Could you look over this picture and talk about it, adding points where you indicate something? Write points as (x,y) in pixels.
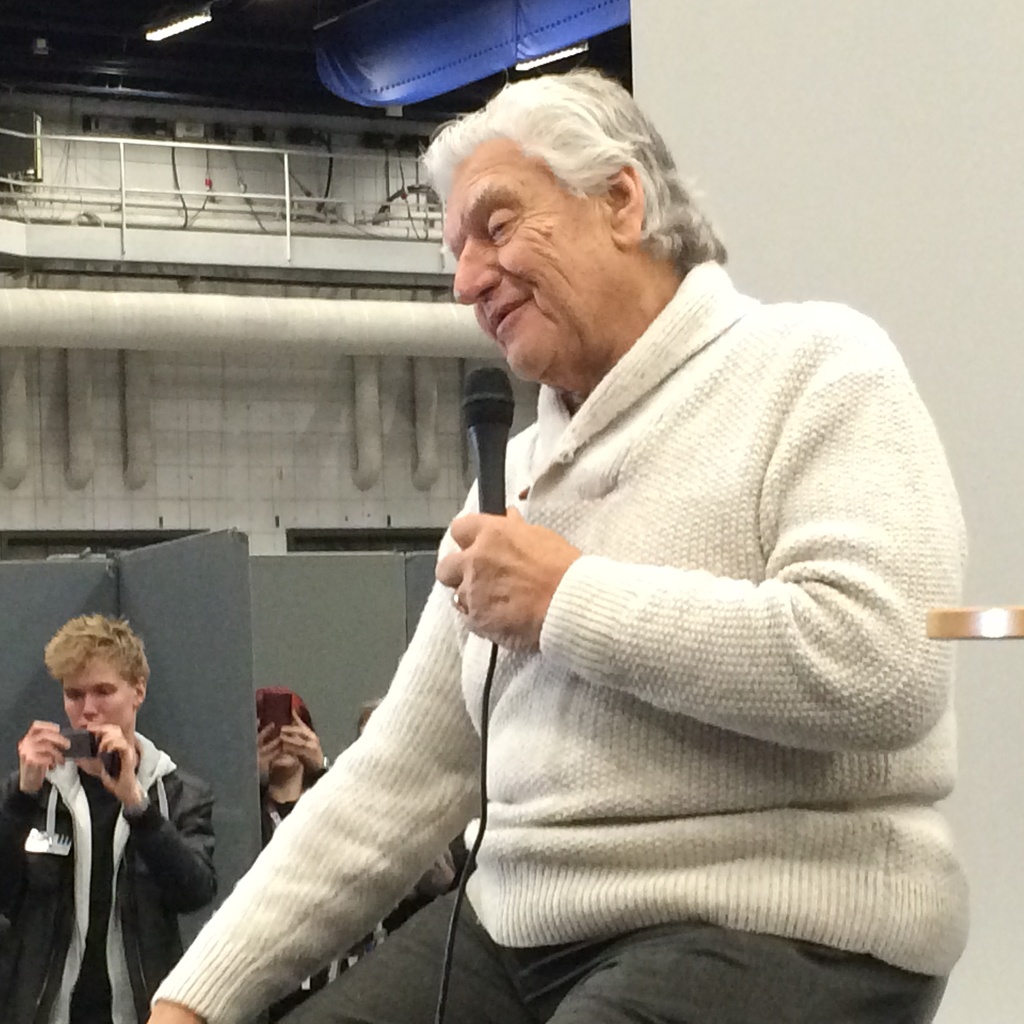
In this image we can see a man (599,452) is sitting, and smiling, he is wearing the sweater (744,432), and holding a microphone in the hands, there are two persons (62,656) standing, and holding a mobile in the hands (41,748), at above there is a light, here is the wall (202,720).
